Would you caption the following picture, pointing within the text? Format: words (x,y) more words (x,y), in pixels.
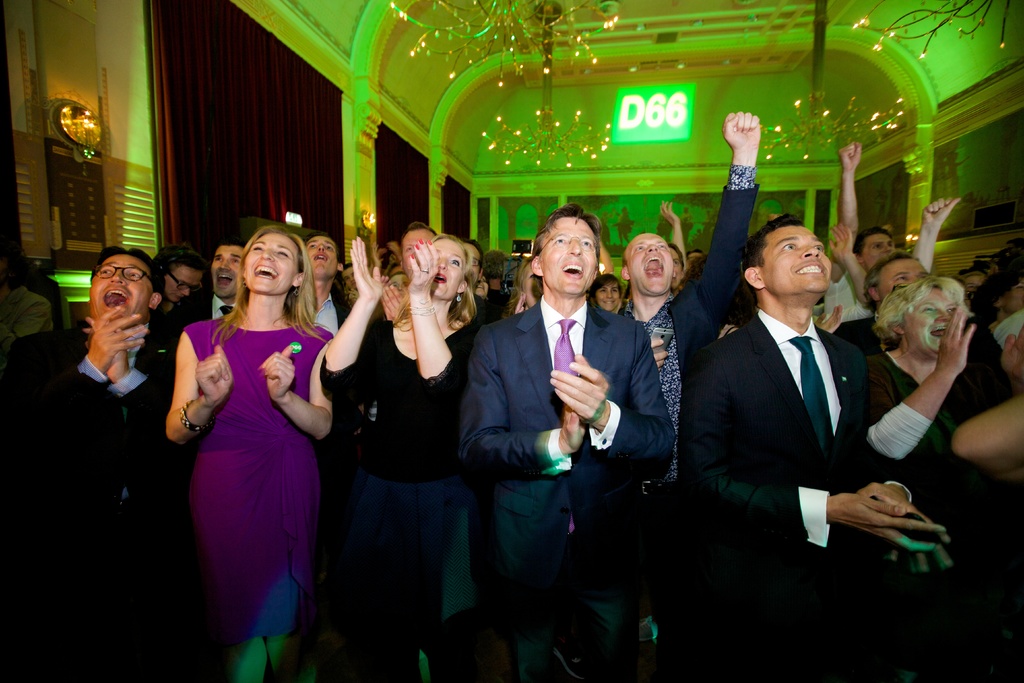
This picture describes about group of people (643,357), they are all laughing and few people (177,324) wore spectacles (173,288), behind them we can see few lights (509,149) and curtains (419,186).
